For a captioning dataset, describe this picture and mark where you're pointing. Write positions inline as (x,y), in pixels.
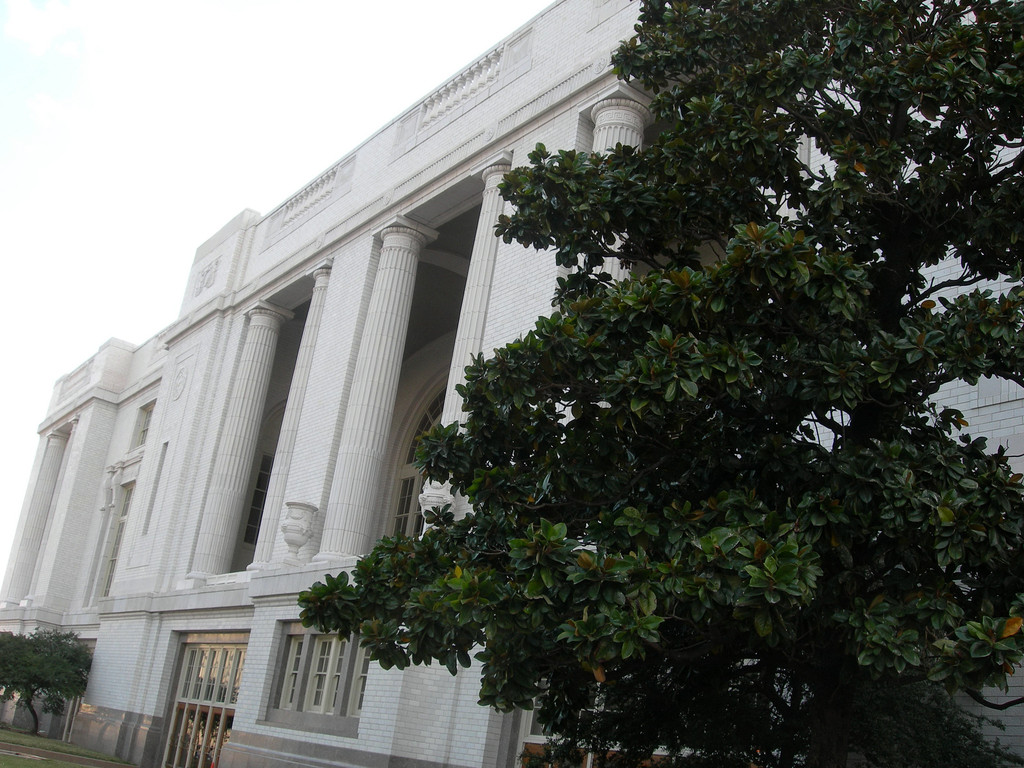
In this picture on the right side (974,88) there is a tree (968,74) and near this tree (737,315) there is a big building (420,159) and the background (269,92) is the sky (212,96).
